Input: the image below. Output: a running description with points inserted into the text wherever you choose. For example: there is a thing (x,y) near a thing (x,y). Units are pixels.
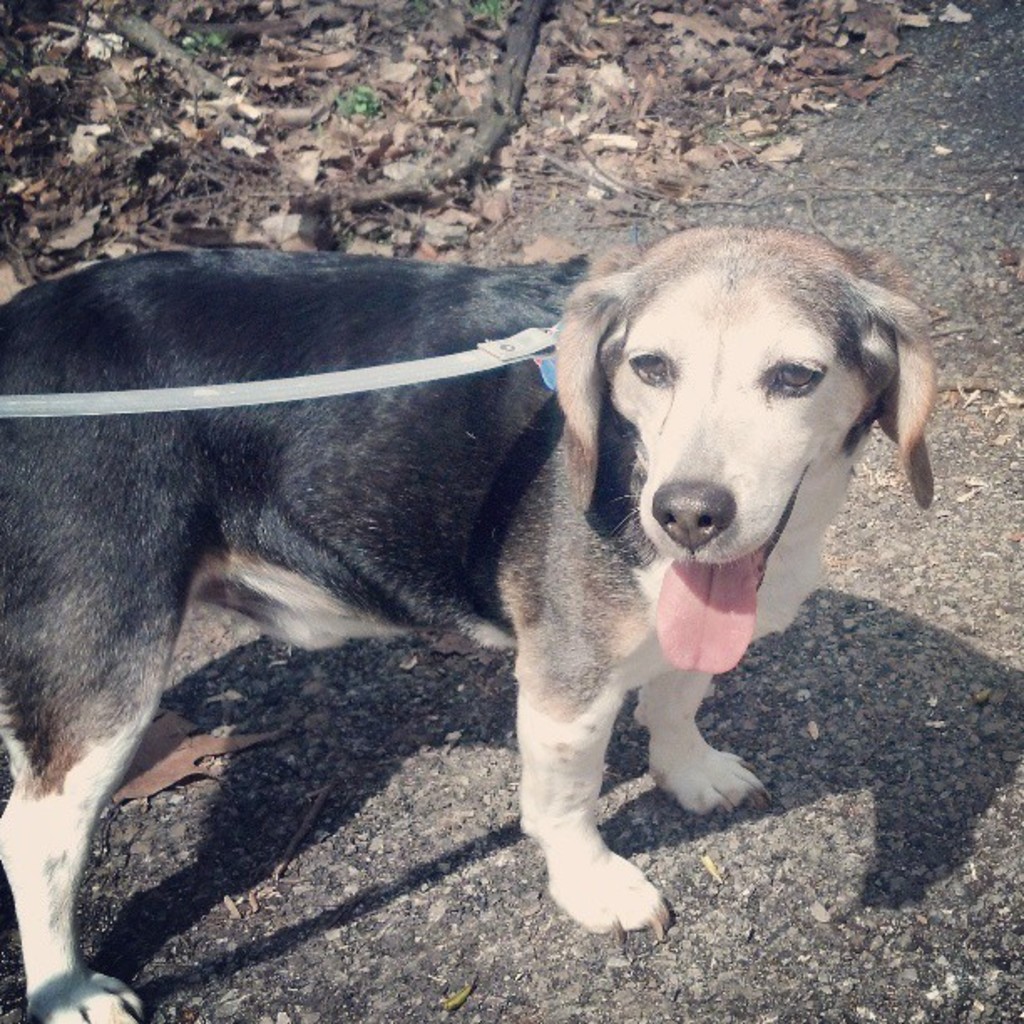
In this picture we can see a dog (535,708) with a belt (23,402) and standing on the road (255,954) and in the background (775,222) we can see dried leaves (421,21) and sticks (546,1) on the ground (331,119).
